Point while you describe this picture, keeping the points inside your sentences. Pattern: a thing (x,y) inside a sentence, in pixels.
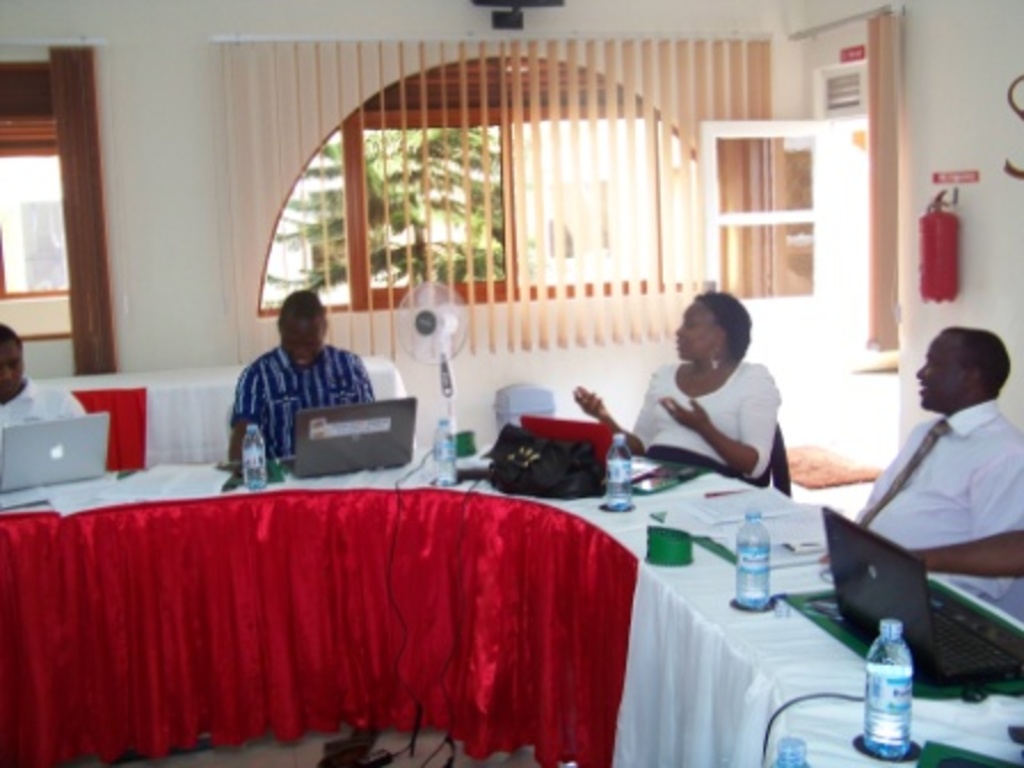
In this image there are group of people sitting behind the table (546,616). There are laptops (387,438), bottles (612,493), bags (549,448), wires (855,698), papers (43,495) on the table (809,658). The table (237,548) is covered with the red and white cloth (529,640). there is a fan (436,318) and there is a window (437,223) and at the right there is a door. outside the window (307,189) there is a tree (443,183) and at the right (952,243) there is a fire extinguisher (941,240).
